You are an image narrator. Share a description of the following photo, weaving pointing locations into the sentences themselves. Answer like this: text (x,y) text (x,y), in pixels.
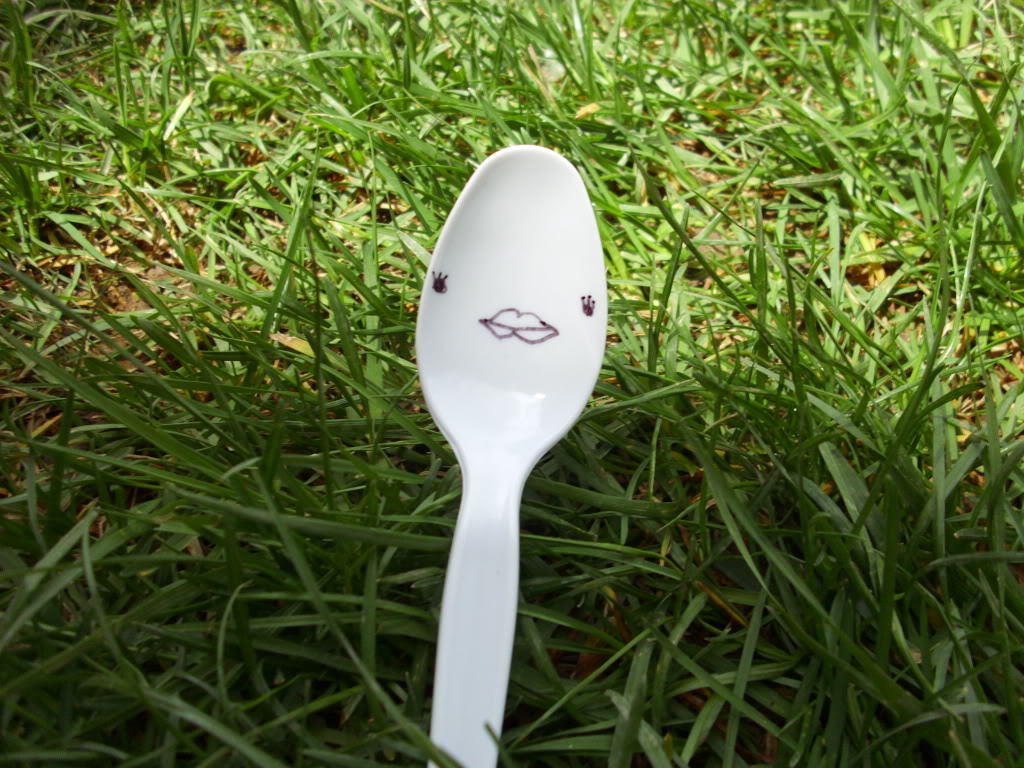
As we can see in the image there is a grass (245,260) and white color spoon (511,446).
